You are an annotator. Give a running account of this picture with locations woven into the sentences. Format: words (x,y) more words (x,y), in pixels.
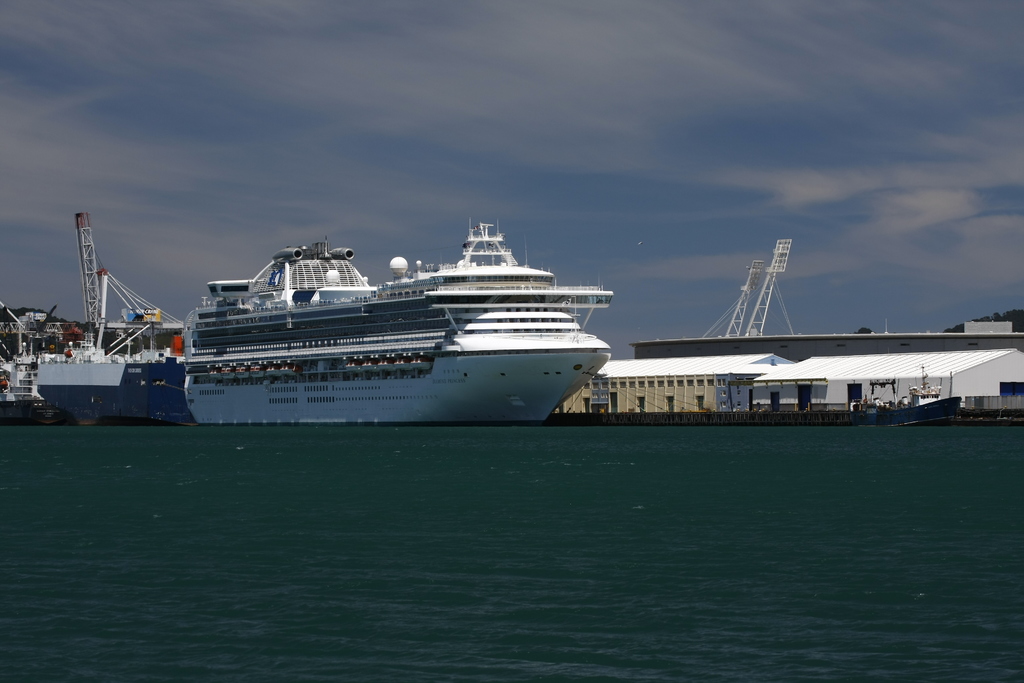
In this picture there are ships (43,362) on the left side of the image (4,391) on the water (37,480) and there are warehouses (1023,380) on the right side of the image (719,386) and there is water (261,586) at the bottom side of the image (834,553).
